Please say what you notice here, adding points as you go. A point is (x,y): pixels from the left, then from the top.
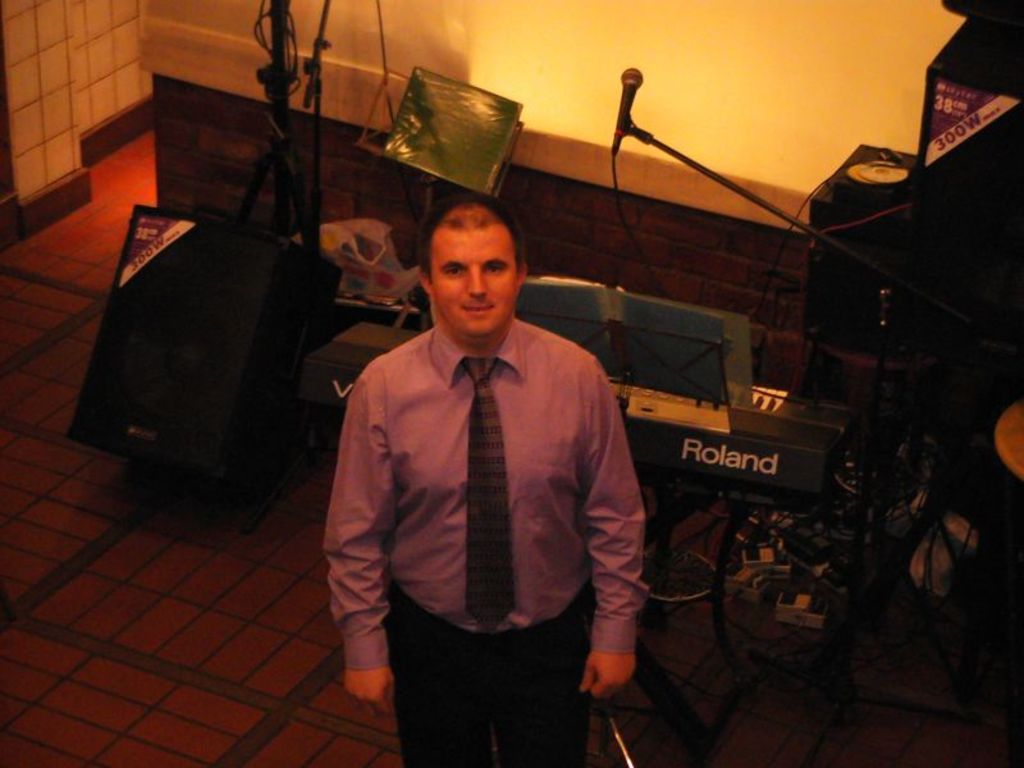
In the foreground of this picture (525,547), there is a man (524,569) standing. In the background (165,286), there are speakers boxes (917,255), a mic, a keyboard (753,405), a book holder (674,372) and a book (566,304), a wall (600,50) and the floor (149,650).
